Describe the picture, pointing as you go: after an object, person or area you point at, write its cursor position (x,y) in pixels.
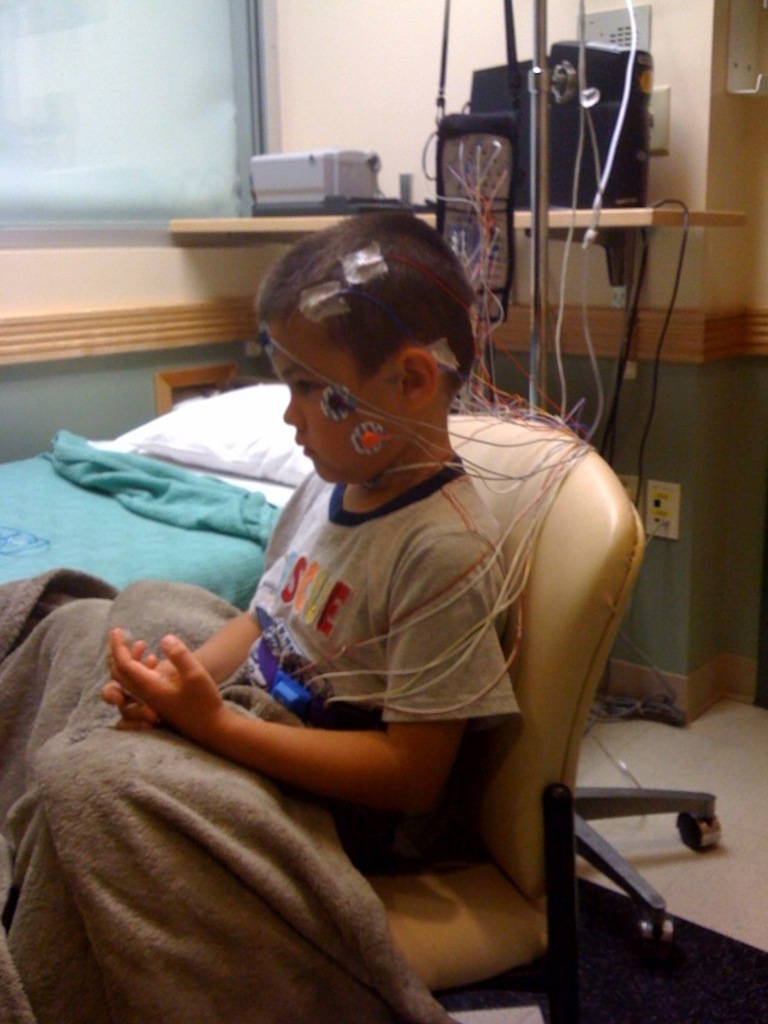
In the picture we can see a hospital room (707,754) with a boy (437,407) sitting in the chair (526,610) and with him we can see some wires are connected to his cheek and head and some parts of his body (262,729) and beside him we can see a bed (8,552) with white colored pillow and behind it we can see some machines (304,159) on the desk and beside it we can see a wall (109,256) with glass window (79,140).
